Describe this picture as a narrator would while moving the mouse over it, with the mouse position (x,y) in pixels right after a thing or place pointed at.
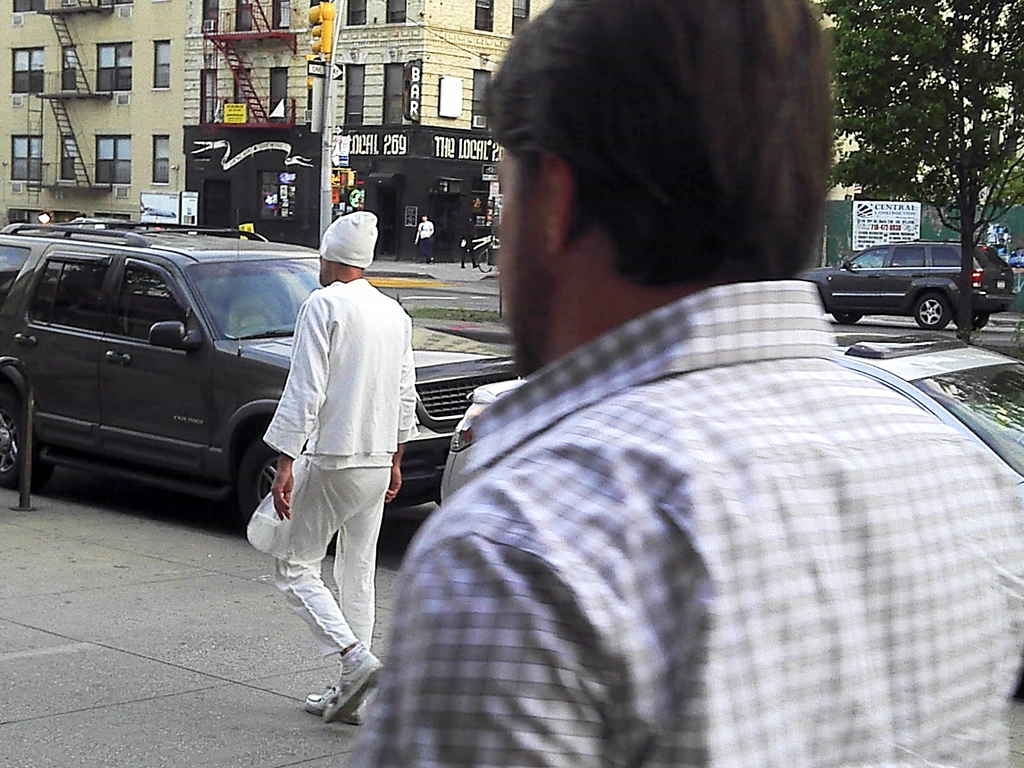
In this picture there is a man (338,399) who is wearing white dress (372,433). He is walking on the street (139,619). On the right (780,316) there is another man (622,436) who is wearing shirt (858,509). In the back (986,281) I can see some cars (990,293) which are parked on the road (919,330). In the top left (157,141) I can see the building (282,171), traffic signals (346,185), boards (342,131), windows (244,100) and ladders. In the top right (1011,86) I can see the advertisement board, trees (943,134) and plants (970,158). Behind the trees (1000,148) I can see the building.
